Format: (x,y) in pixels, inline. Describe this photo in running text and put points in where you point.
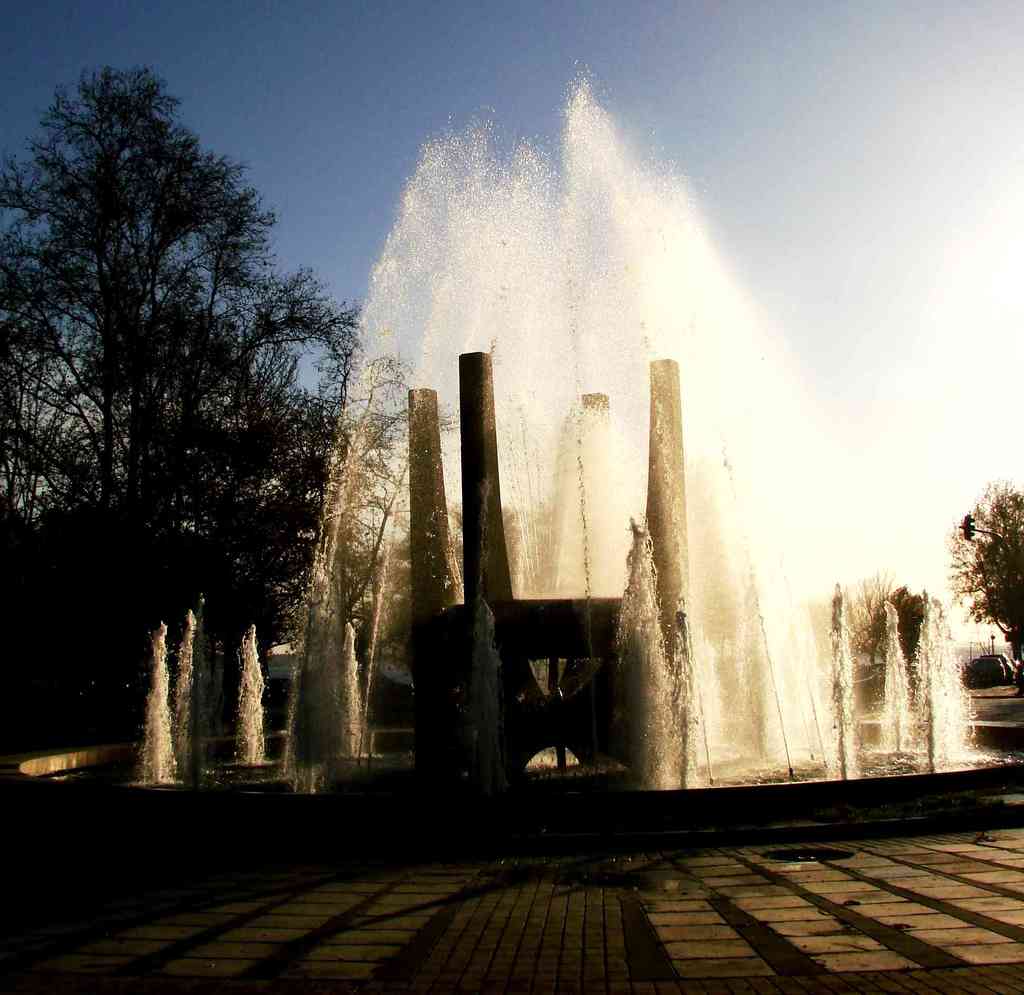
In this image, in the middle (605,367), we can see a fountain (608,319). On the right side (1010,617), we can see some cars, trees (1019,540). On the left side (113,88), we can see some trees (399,590). At the top (885,131), we can see a sky (879,120), at the bottom, we can see a land (632,973).
